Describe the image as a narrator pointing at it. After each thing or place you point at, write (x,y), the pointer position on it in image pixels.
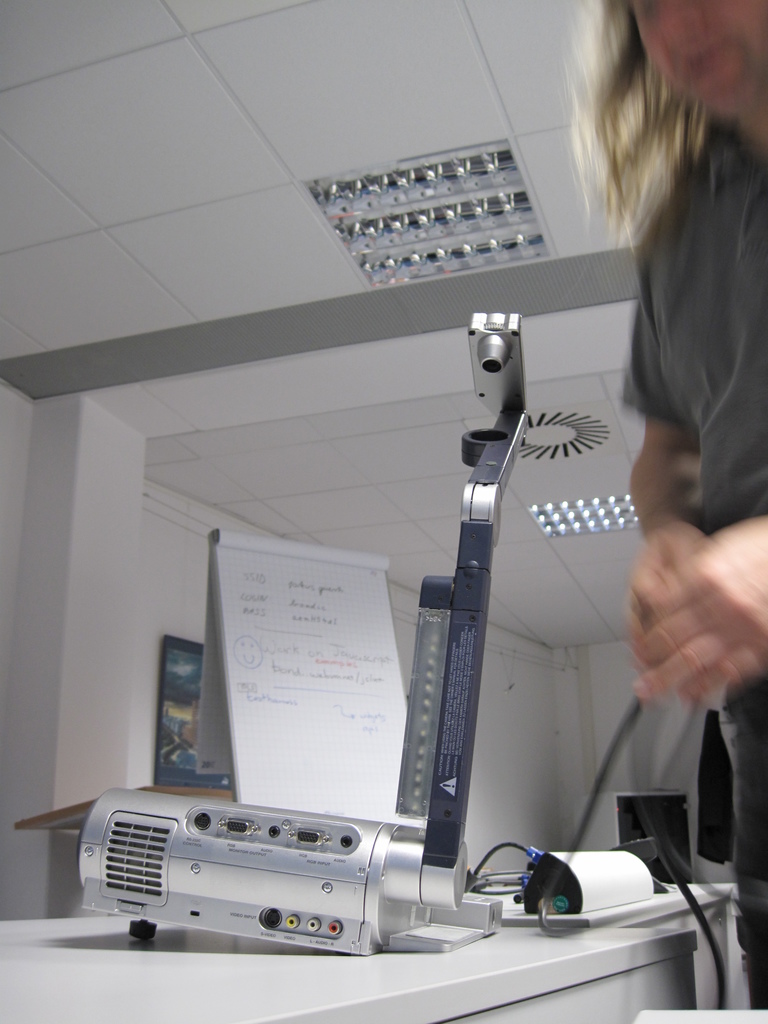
In this image we can see a person (658,531) is standing, in front (121,939) here is the table (121,950), and some objects (377,848) on it, here is the white board (368,646), here is the wire (503,842), here are the lights (327,185), at above here is the roof (260,165).
